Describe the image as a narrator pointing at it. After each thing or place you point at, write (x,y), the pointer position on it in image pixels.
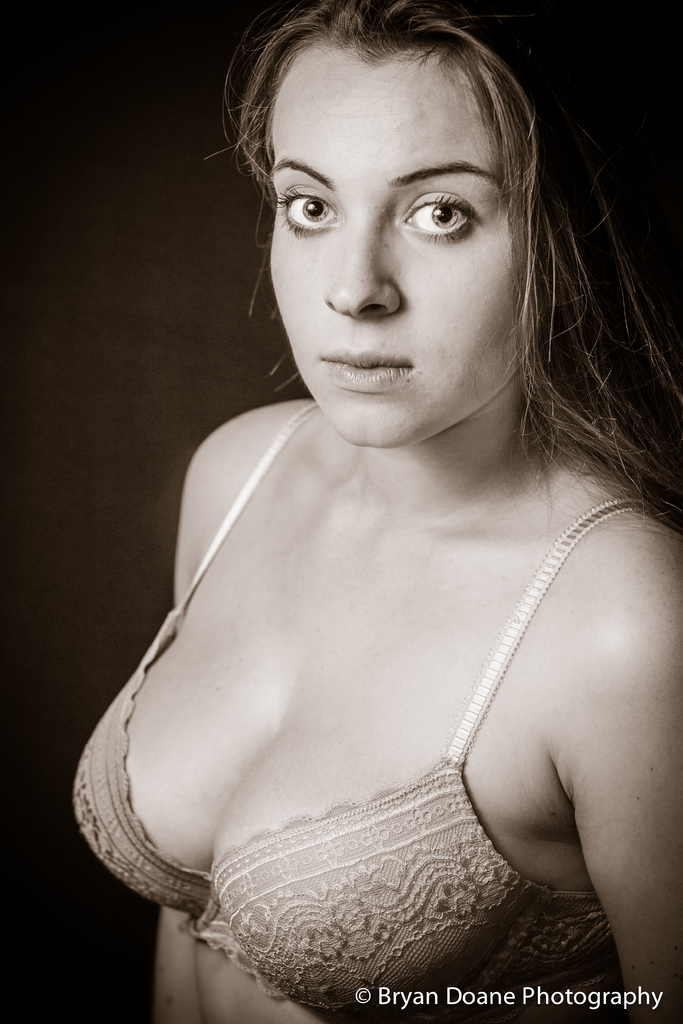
It is a black and white image and in this image we can see a woman (478,407) and we can also see the text (423,989) and the background (51,737) is in black color.
